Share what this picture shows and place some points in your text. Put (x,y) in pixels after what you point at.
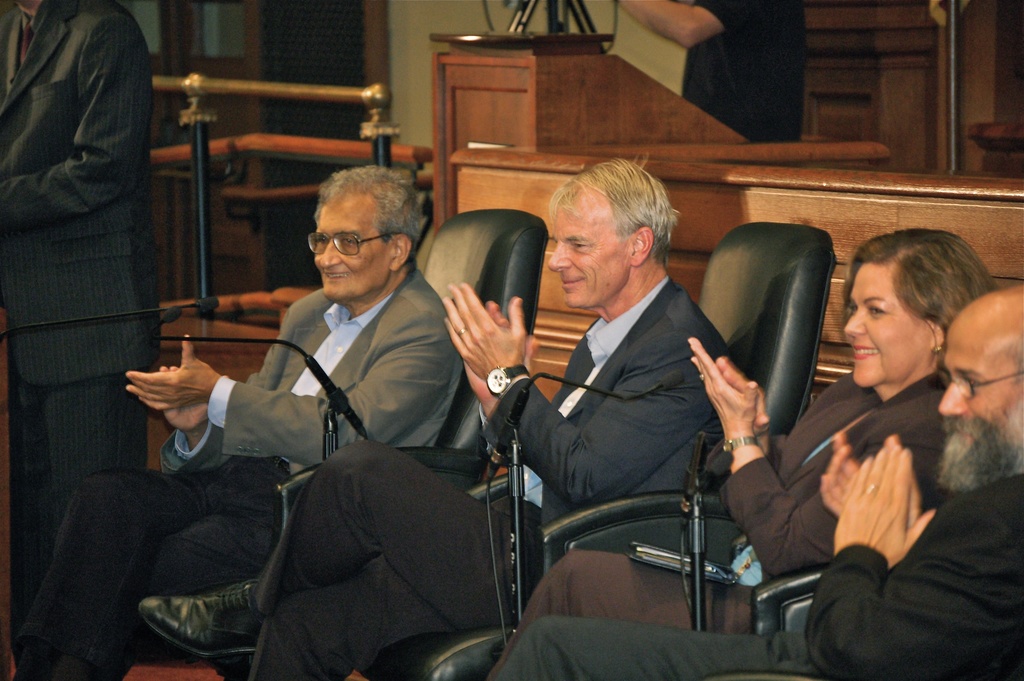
In the center of the image (656,407) we can see people (601,449) sitting on the chairs (770,289). On the left (74,132) we can see a man (66,120) standing. In the background (452,136) we can see a table (446,129) and a wall (412,56).
